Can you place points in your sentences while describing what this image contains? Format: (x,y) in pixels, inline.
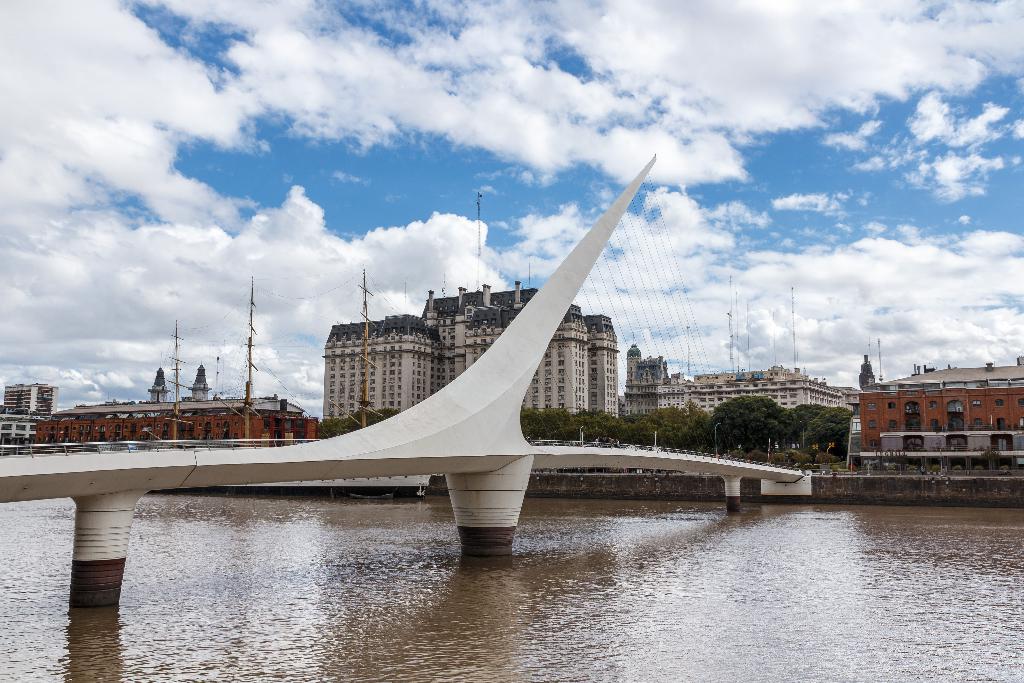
In this picture I can see the water (532,518) in front (17,559) and I can see a bridge (382,422) on it. In the middle of this picture (350,383) I can see number of buildings (330,395), trees (801,444) and few poles (364,352). In the background (19,292) I can see the sky (624,250) which is cloudy.
